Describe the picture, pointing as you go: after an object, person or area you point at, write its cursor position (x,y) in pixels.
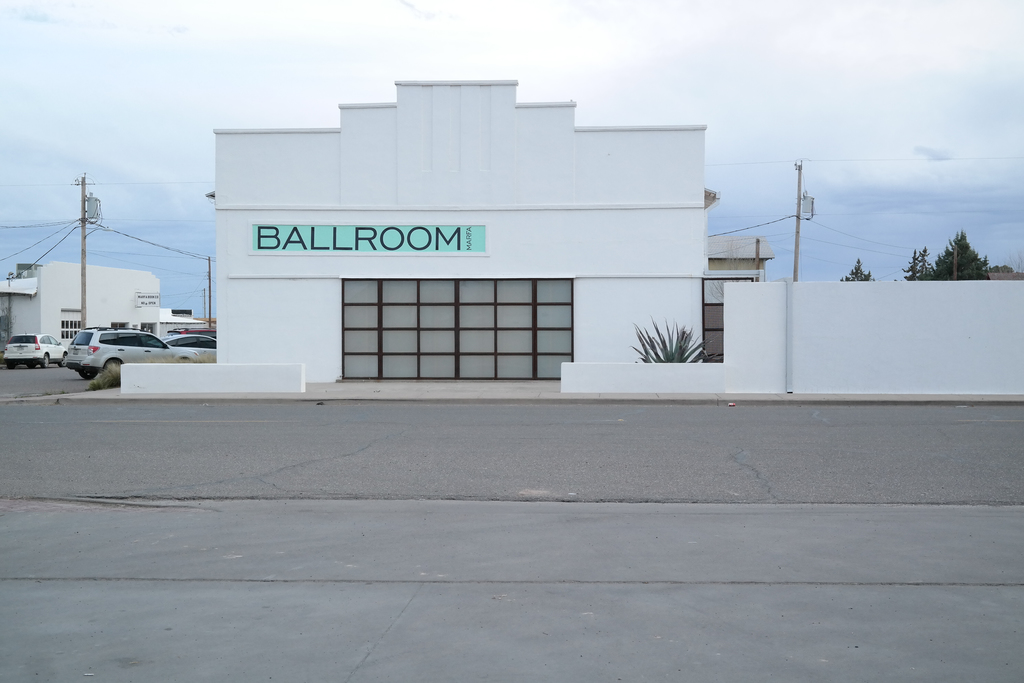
In the center of the image (493,351) we can see buildings (223,315). On the left (72,366) there are cars (59,349) on the road (1,370) and we can see poles (759,248), trees (941,277) and a plant (698,362). At the top (220,122) there is sky (74,115) and wires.
